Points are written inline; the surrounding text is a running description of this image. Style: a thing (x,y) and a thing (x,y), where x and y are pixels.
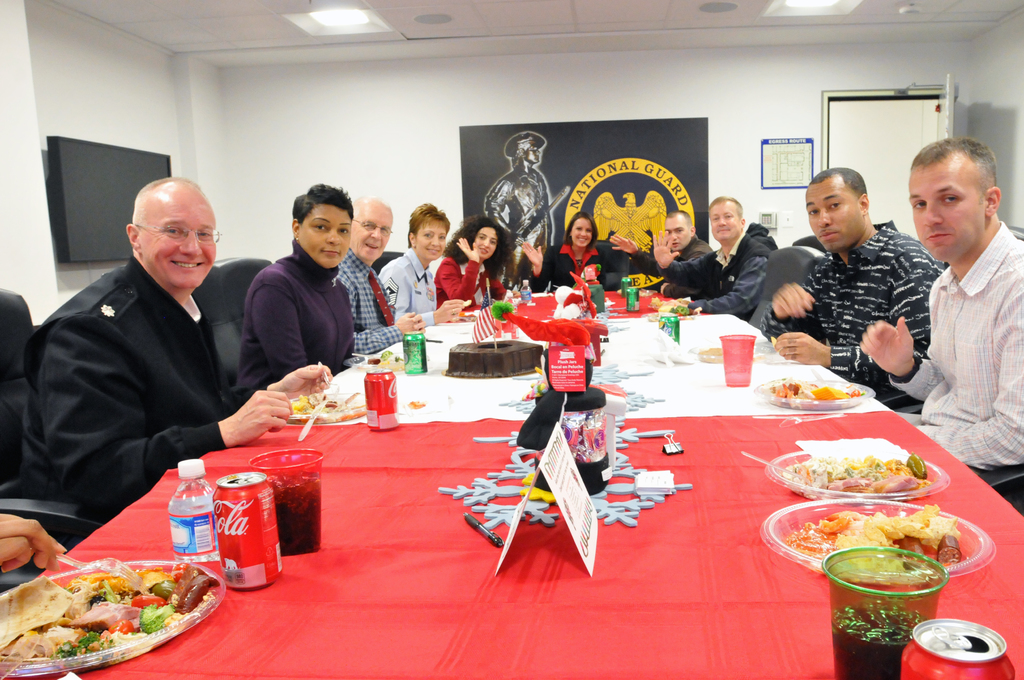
In this Image I see number of people (985,165) who are sitting on chairs (234,347) and there are tables (1017,603) in front of them on which there are many things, I can also see few of them are smiling. in the background (1016,10) I see the wall (7,57), a TV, door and lights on the ceiling (223,29).
